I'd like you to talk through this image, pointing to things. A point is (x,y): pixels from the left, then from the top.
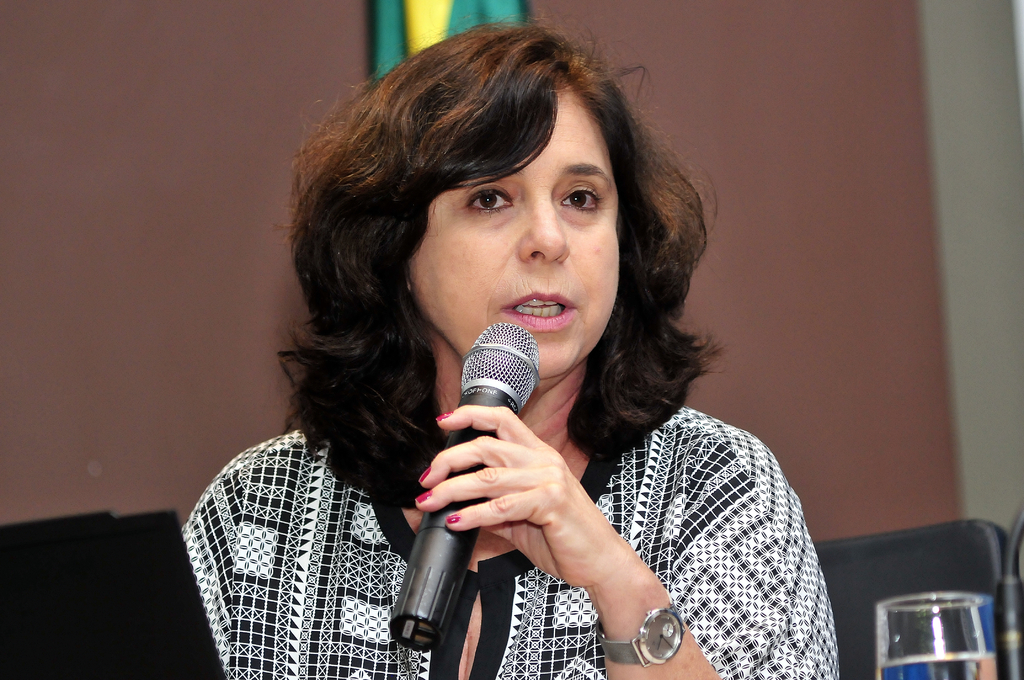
This picture shows women (499,425) talking holding a mic (436,542) in her hand (634,628). She is wearing a watch (654,637). In the background (802,296) there is a wall (127,237).
